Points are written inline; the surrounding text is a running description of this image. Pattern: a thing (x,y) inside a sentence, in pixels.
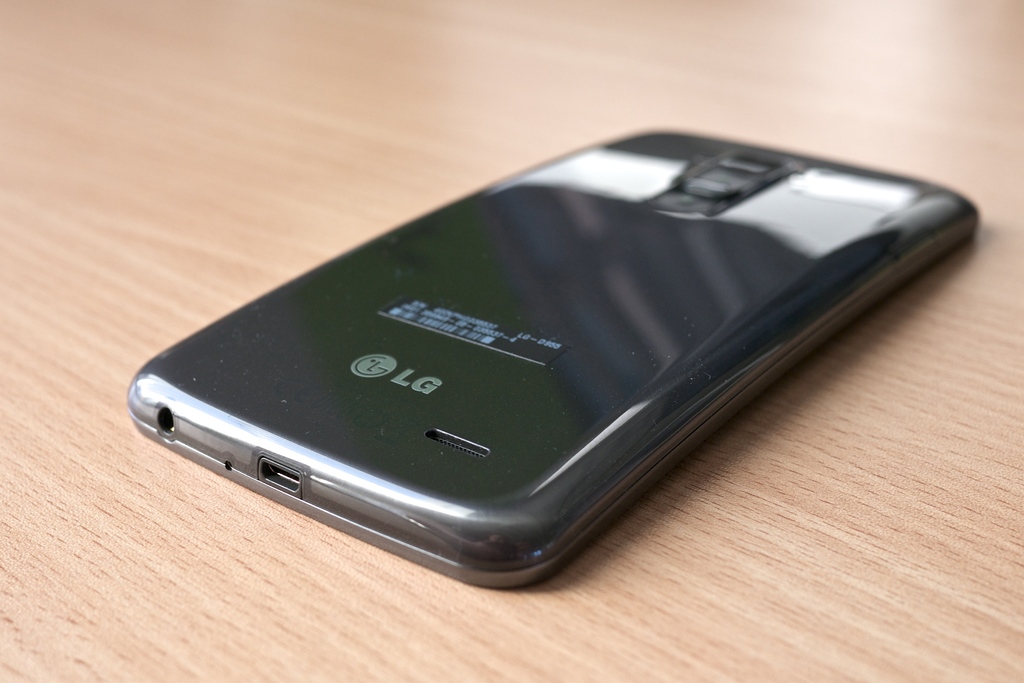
Here in this picture we can see a mobile phone (470,311) present on the table (333,225) over there.
